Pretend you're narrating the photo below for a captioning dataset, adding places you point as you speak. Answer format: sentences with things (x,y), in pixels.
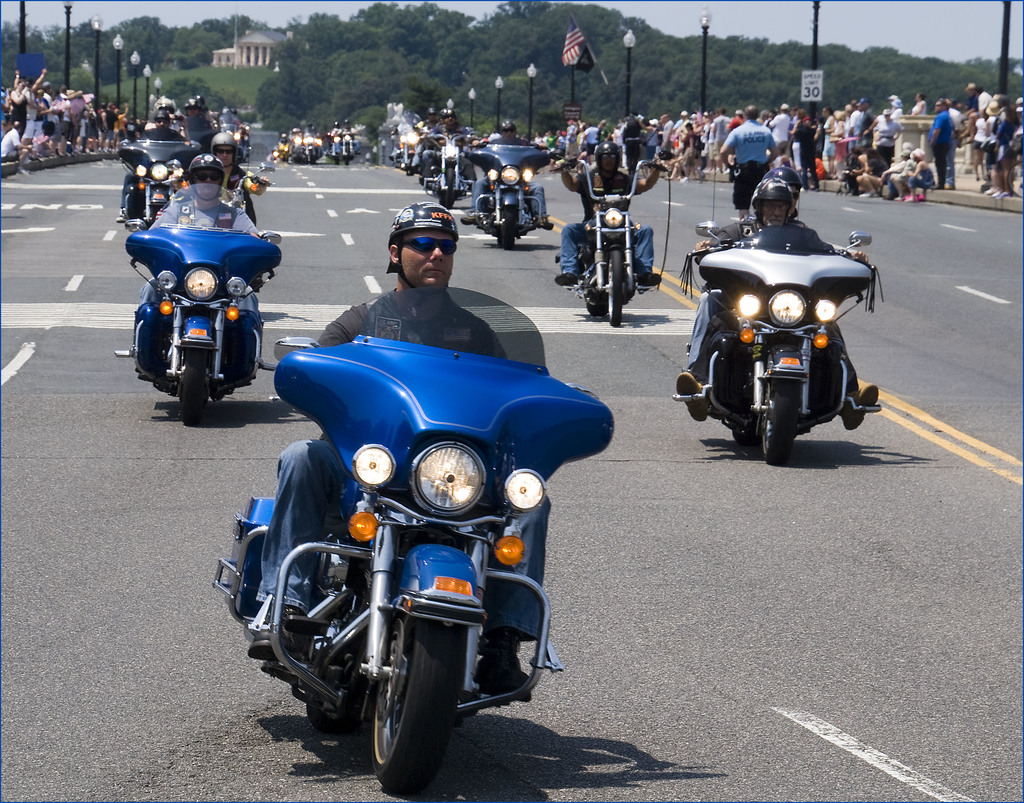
In this image, we can see people (520,526) riding on bikes (463,503) and in the background (396,62), there are trees (312,65), buildings (249,56), poles (117,66). At the bottom (678,611), there is road (783,555).
